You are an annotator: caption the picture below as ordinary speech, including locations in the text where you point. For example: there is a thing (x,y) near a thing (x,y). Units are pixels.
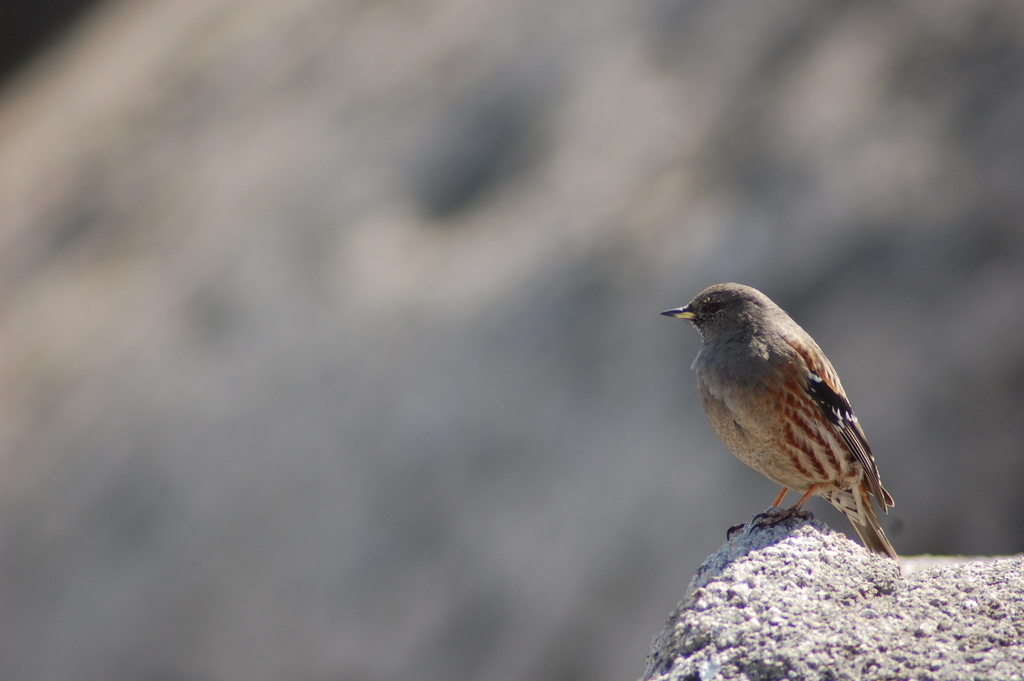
In this image I can see a bird (745,301) on the rock surface (748,588). In the background of the image (505,334) it is blurry.
